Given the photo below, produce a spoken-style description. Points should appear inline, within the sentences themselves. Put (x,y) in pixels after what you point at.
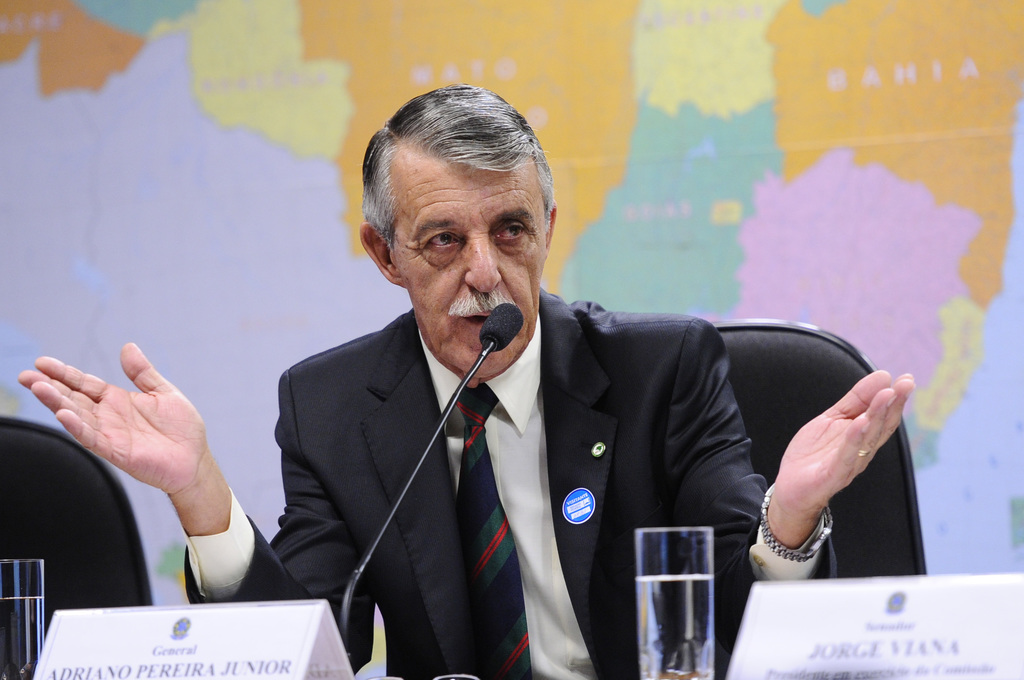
In the picture we can see a man (72,399) sitting in the chair (786,372) near the table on it, and he is wearing a blazer (339,516) with shirt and tie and talking into the microphone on the desk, on it we can see a glass of water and a name board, in the background (672,32) we can see a map (234,61) on the wall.
